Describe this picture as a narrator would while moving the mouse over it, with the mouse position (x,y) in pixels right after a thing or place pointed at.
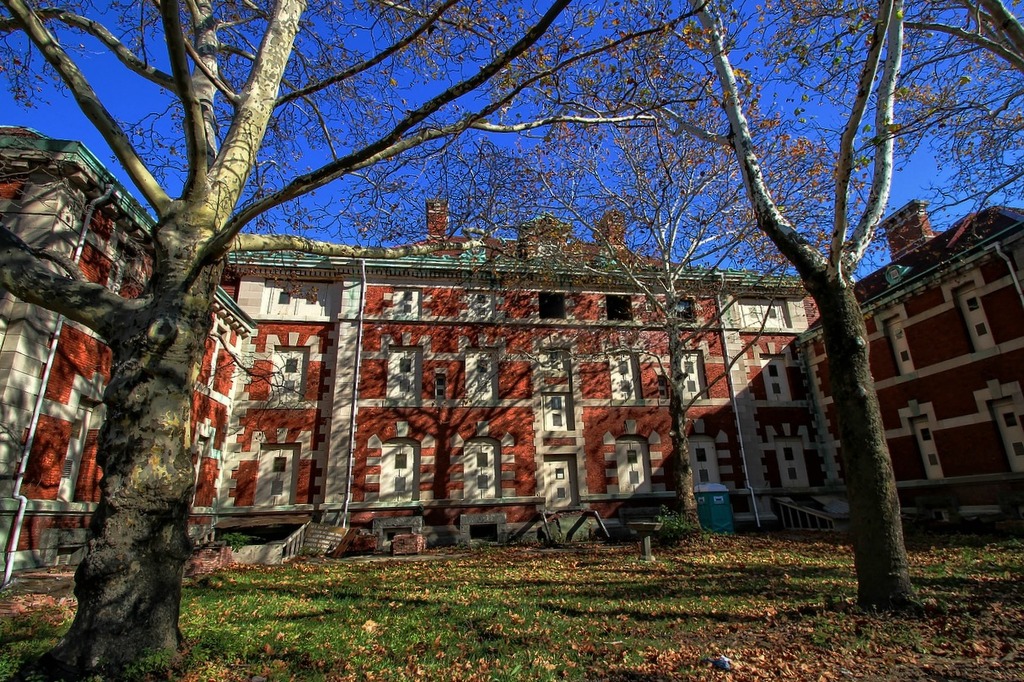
In this image there are trees (890,534), buildings (1014,379), railings (599,512) and a portable toilet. At the bottom of the image (606,599) there is grass (700,612) and dried leaves (823,606) on the surface (382,627). At the top of the image (407,80) there is sky (528,5).
